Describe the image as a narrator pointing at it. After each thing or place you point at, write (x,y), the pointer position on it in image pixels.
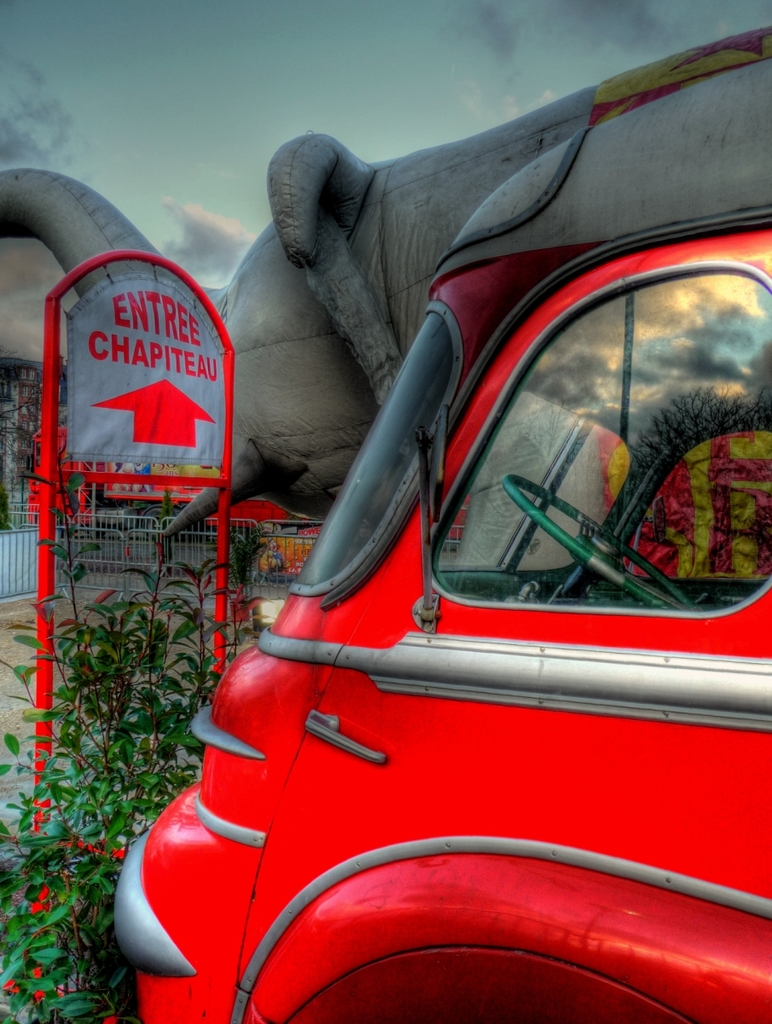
In the image there is a vehicle (567,780) and in front of the vehicle (567,818) there are plants (87,676) and some direction board (168,385). Behind the vehicle (446,275) there is an artificial elephant (335,294) and in the background (80,548) there is a fence (111,523).
